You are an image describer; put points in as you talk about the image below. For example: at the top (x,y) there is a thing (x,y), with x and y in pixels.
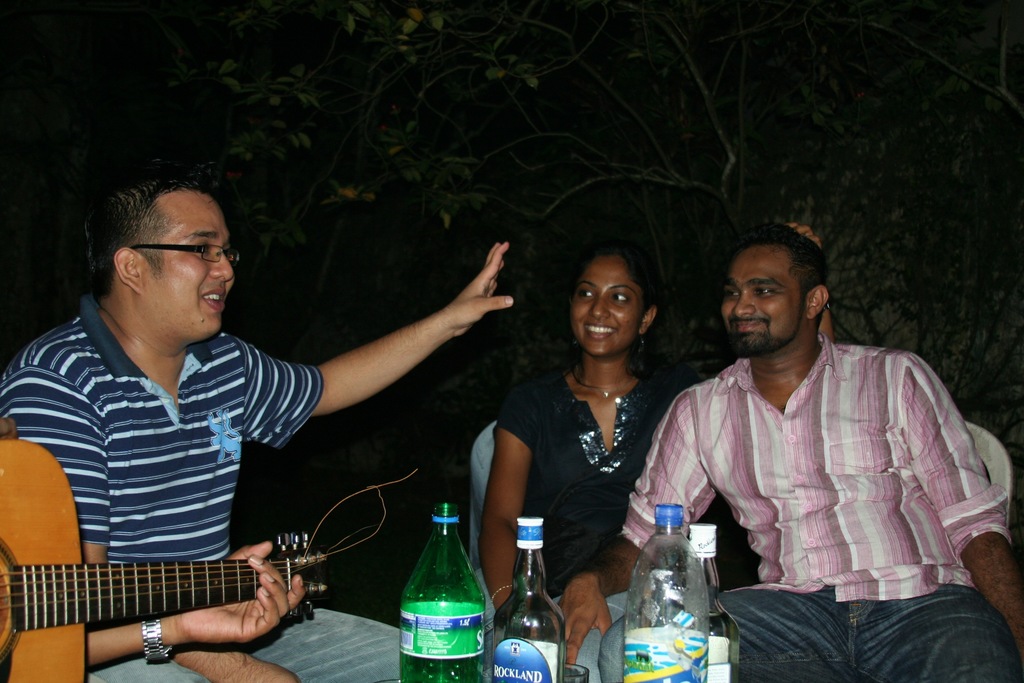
Background (703,118) is dark. We can see persons (633,410) sitting on chairs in front of a table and on the table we can see bottles (685,661). At the left side of the picture (113,610) we can see person (92,656) playing a guitar (100,603).
